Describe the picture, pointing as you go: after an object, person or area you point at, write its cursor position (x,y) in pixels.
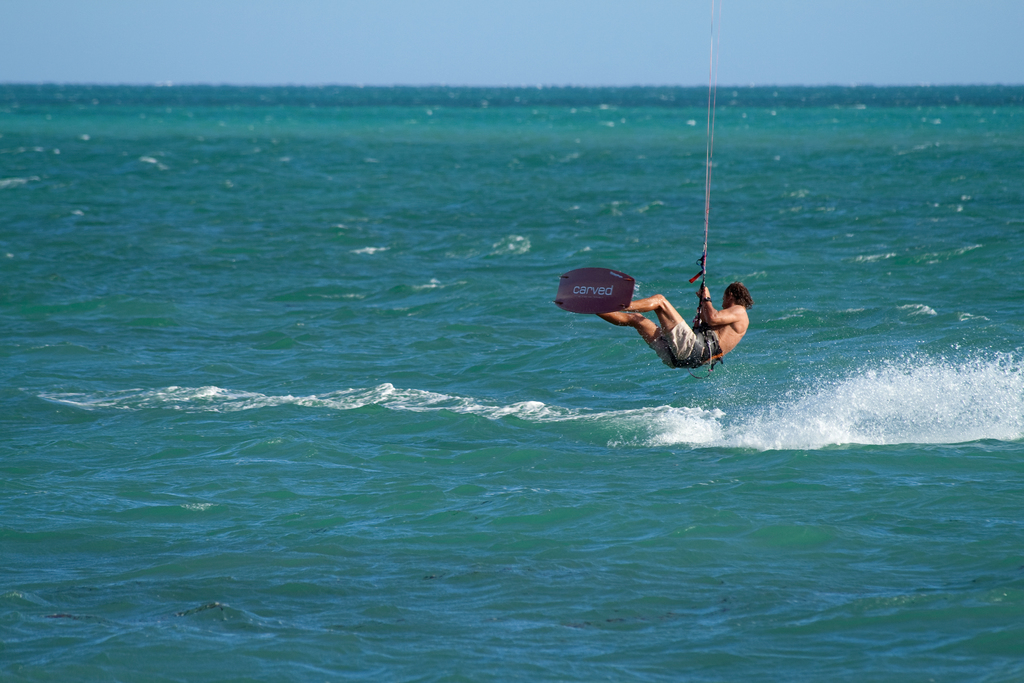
In this image we can see a person (647,327) wearing short (678,325) doing surfing on the waves (739,487) and the board (606,309) is of pink color holding a rope (699,309) which is tied to his waist (723,342) and in the background of the image (653,375) we can see water (497,190) and clear sky (365,68).
